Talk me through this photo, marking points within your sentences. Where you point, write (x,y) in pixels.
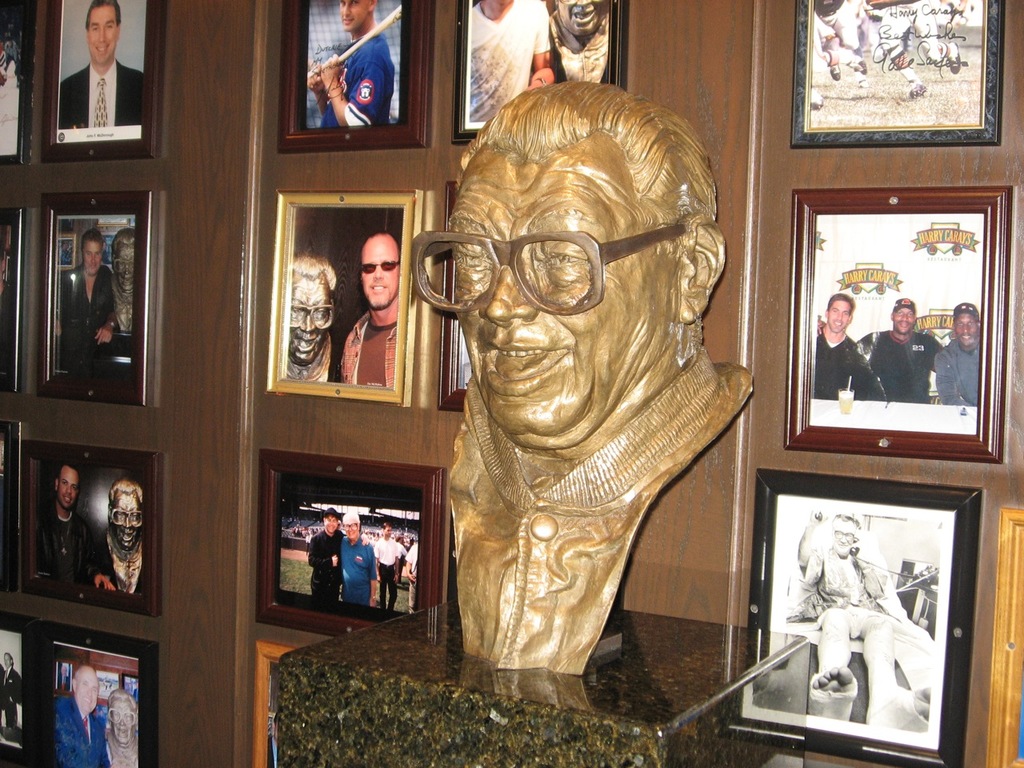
There is a sculpture (599,453) on the surface of stone (578,690). Behind it, photographs (801,530) are attached to the wall (229,661).
